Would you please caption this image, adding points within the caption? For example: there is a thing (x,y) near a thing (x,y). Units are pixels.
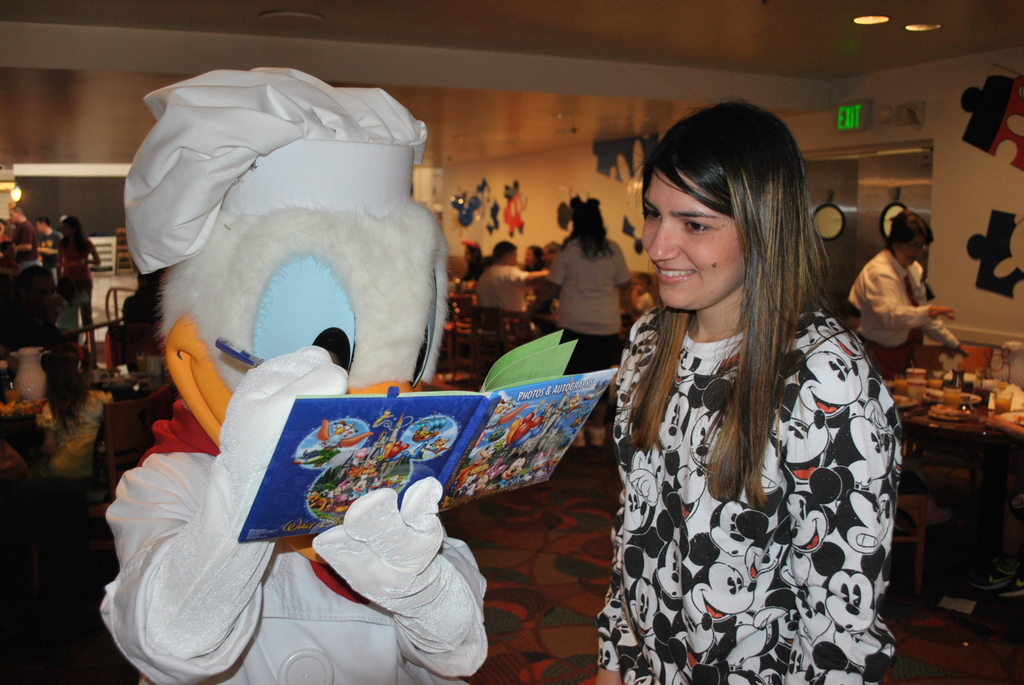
In this image we can see a person (326,547) wearing costume (277,402) holding pen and a book (289,422) in his hands (281,414), we can also see a group of people (643,522). Some people (742,561) are standing. On the left (159,381) and right side of the image (985,393) we can see some objects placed on the tables (123,380). In the background (958,300), we can see doors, some paintings (637,172) on the wall (525,206) and some lights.
